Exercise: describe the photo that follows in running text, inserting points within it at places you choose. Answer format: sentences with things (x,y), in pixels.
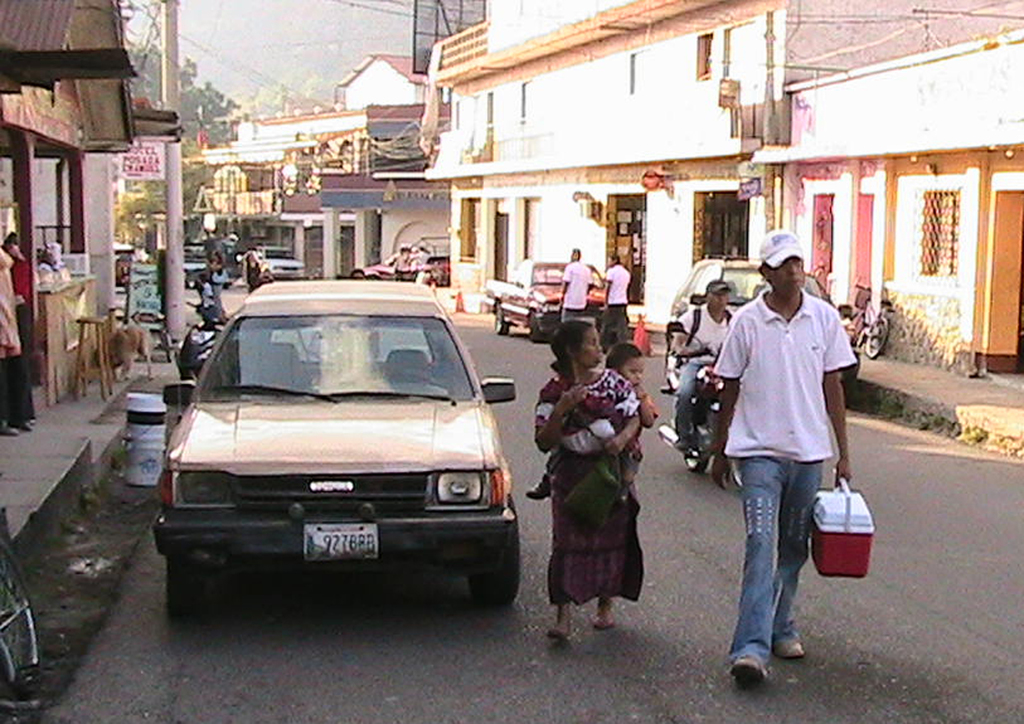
In the center of the image (587,444) we can see a few vehicles (521,326), few people (795,516) and one person (691,386) is riding a bike (703,376) on the road (525,419). Among them, we can see a few people (594,405) are holding some objects (572,515). In the background (364,137), we can see the sky (230,35), buildings (383,130), few people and a few other objects (440,260).
